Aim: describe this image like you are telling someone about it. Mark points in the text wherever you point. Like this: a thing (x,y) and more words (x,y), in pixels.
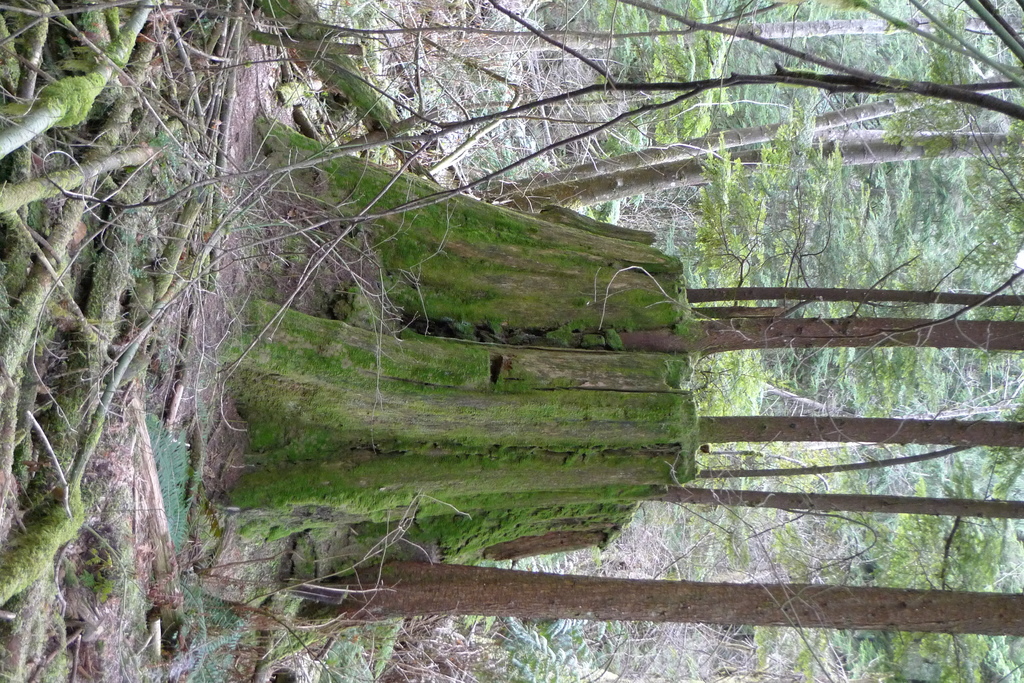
Here in this picture on the ground (218,457) we can see grass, plants (566,562) and trees (776,268) covered and in the middle (536,422) we can see a wooden trunk (523,343) present on the ground (206,469) and we can also see roots (101,182) and branches (78,215) on the ground (302,236).
